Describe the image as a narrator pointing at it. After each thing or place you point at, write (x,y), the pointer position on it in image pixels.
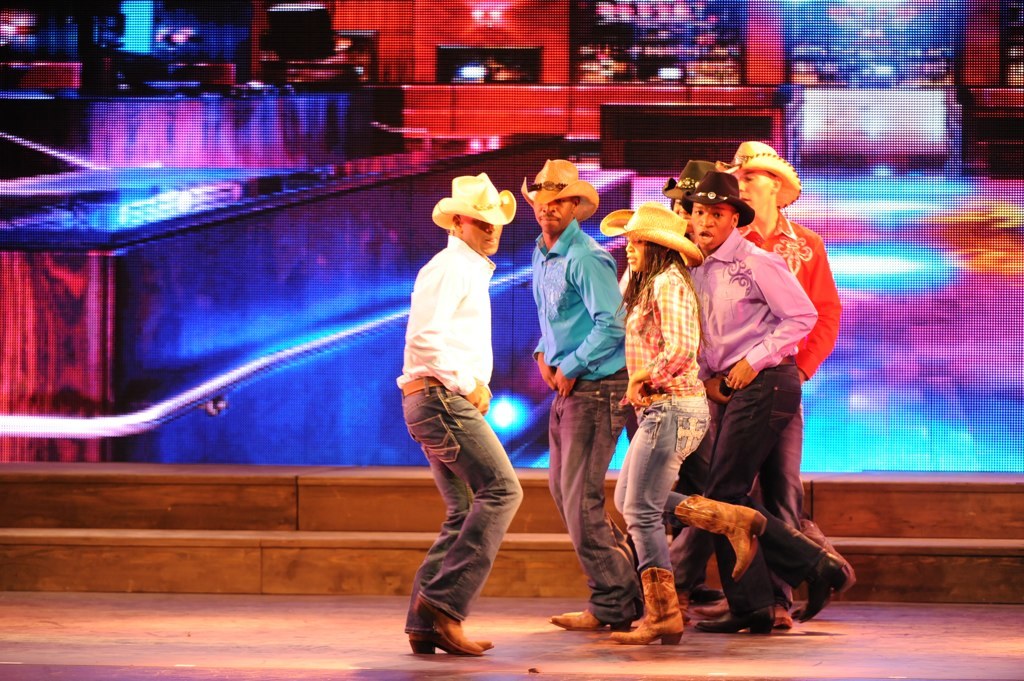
This picture looks like few people (666,441) dancing and they are wearing hats (697,200) on their heads (690,228) and looks like a screen (794,155) in the back (432,200).
